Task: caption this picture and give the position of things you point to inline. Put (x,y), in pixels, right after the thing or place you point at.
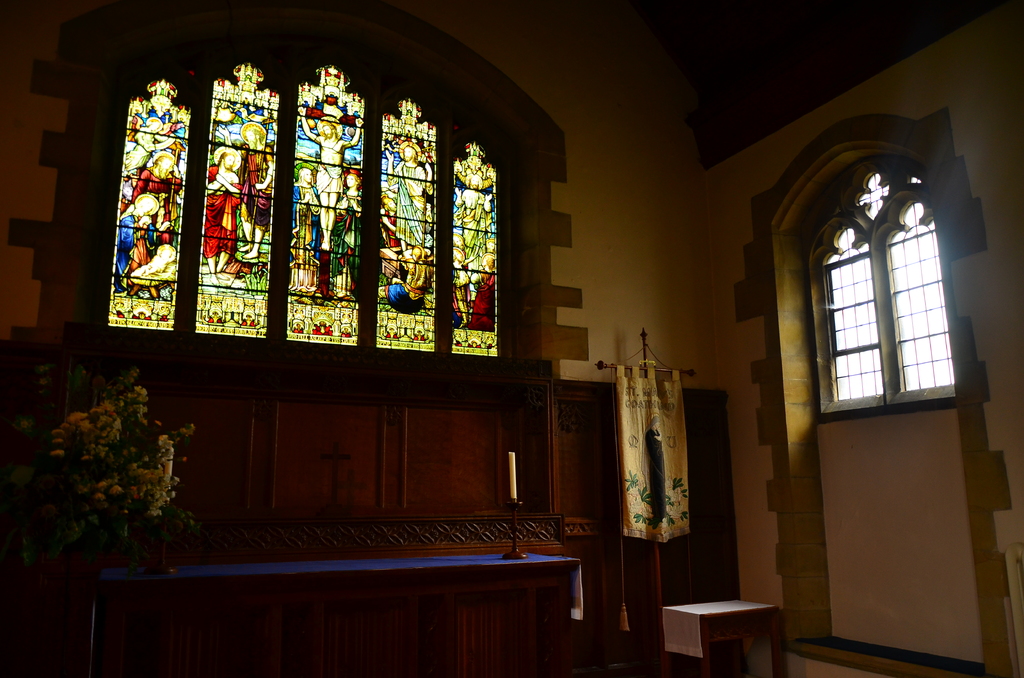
In this picture there is a inside view of church (143,289). In the front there is a window (243,214) with Jesus Christ pictures (398,214) and on the right side (824,332) there is a window (898,180). In the front (508,467) we can see a wooden panel wall (303,546) and table (160,603) with flower pot (133,526) and a candle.
